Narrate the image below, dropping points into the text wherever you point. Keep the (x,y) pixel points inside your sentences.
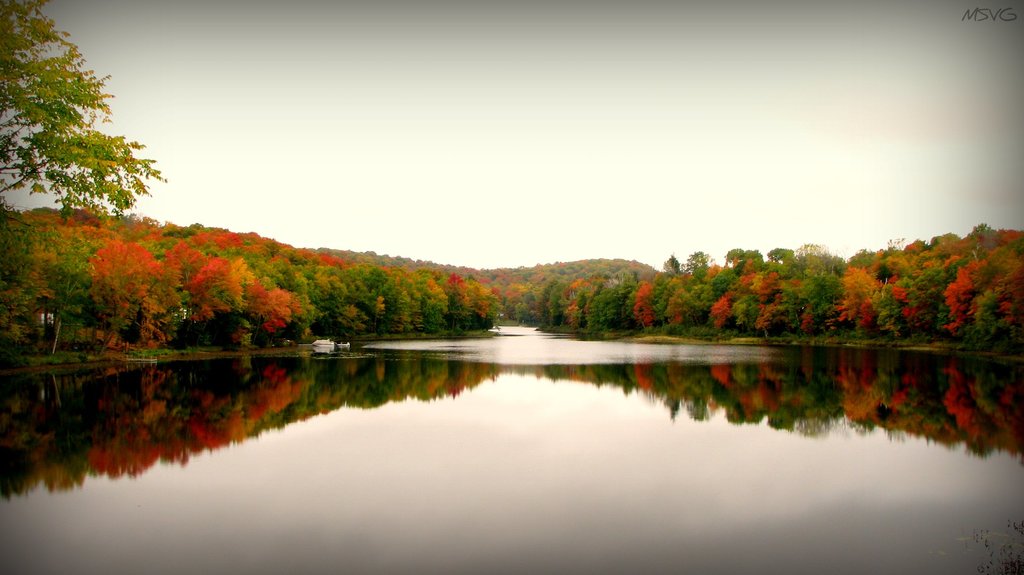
In this image at the bottom (517,419) there is a river (517,419) and on the right side (986,300) and left side (296,304) there are some trees (118,298), and at the top (731,141) there is sky (603,158).
